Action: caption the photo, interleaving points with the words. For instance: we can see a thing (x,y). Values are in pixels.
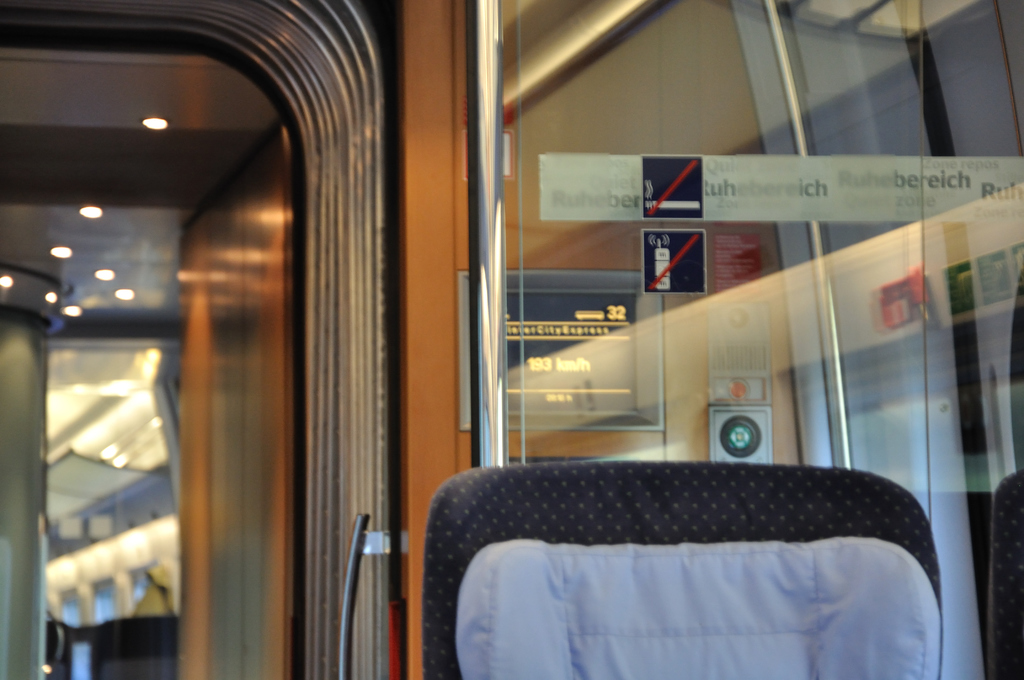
In this picture there is a chair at the bottom side of the image (805,482) and there is a door (297,24) on the left side of the image (238,407).
